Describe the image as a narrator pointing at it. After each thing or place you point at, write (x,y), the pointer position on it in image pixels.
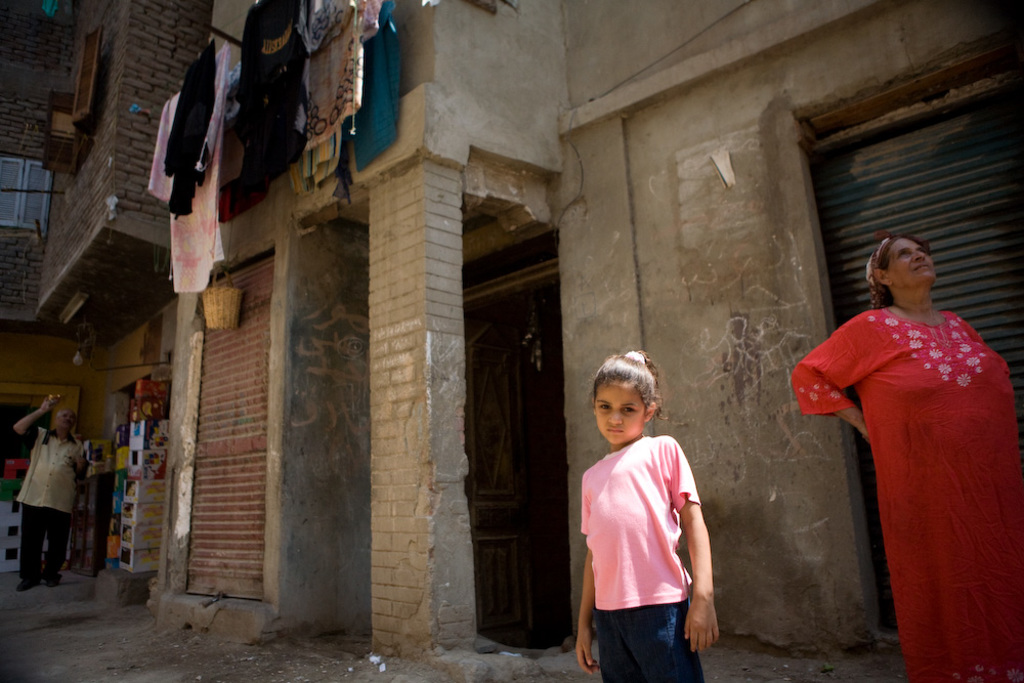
In this image there are some houses (979,197) and some persons (876,405) and there are some clothes (327,138) which are hanging, in the center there is one shutter (241,472) beside the shutter (245,553) there are some boxes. On the shutter (208,341) there is one basket (213,302), and at the bottom (265,644) there is a walkway (28,644).
